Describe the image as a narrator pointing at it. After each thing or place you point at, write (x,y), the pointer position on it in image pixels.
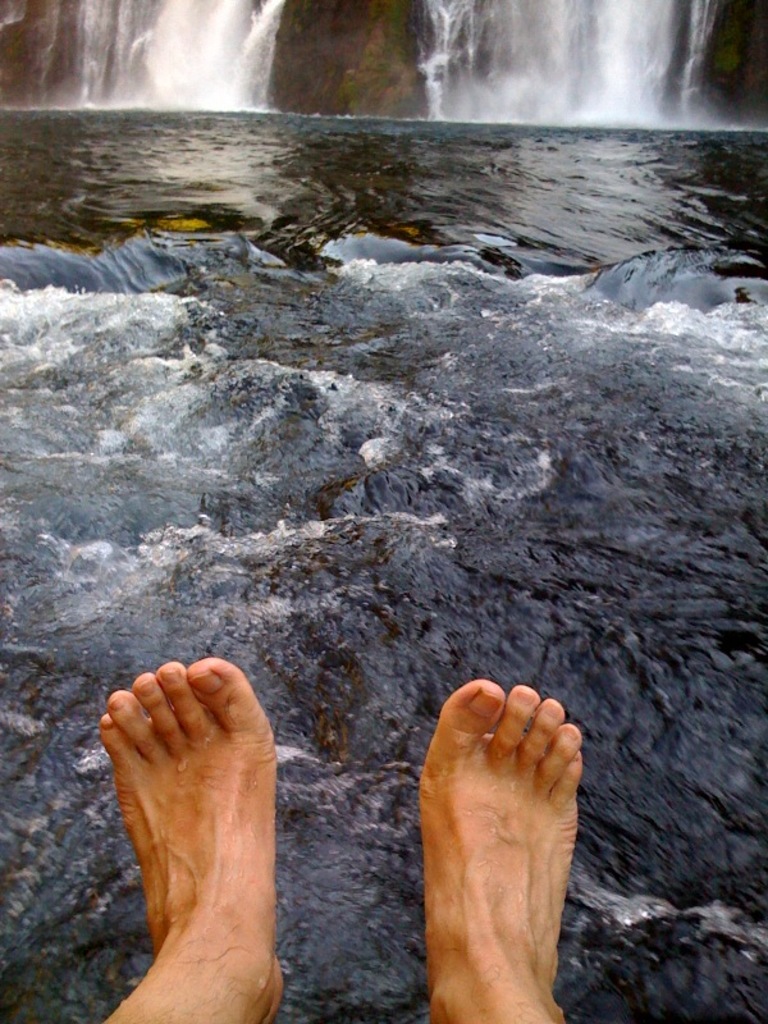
In the foreground of this image (325,941), there are feet (256,911) of a person (521,871). Behind it, there is water (464,394). At the top (457,85), there is the waterfall (230,76).
